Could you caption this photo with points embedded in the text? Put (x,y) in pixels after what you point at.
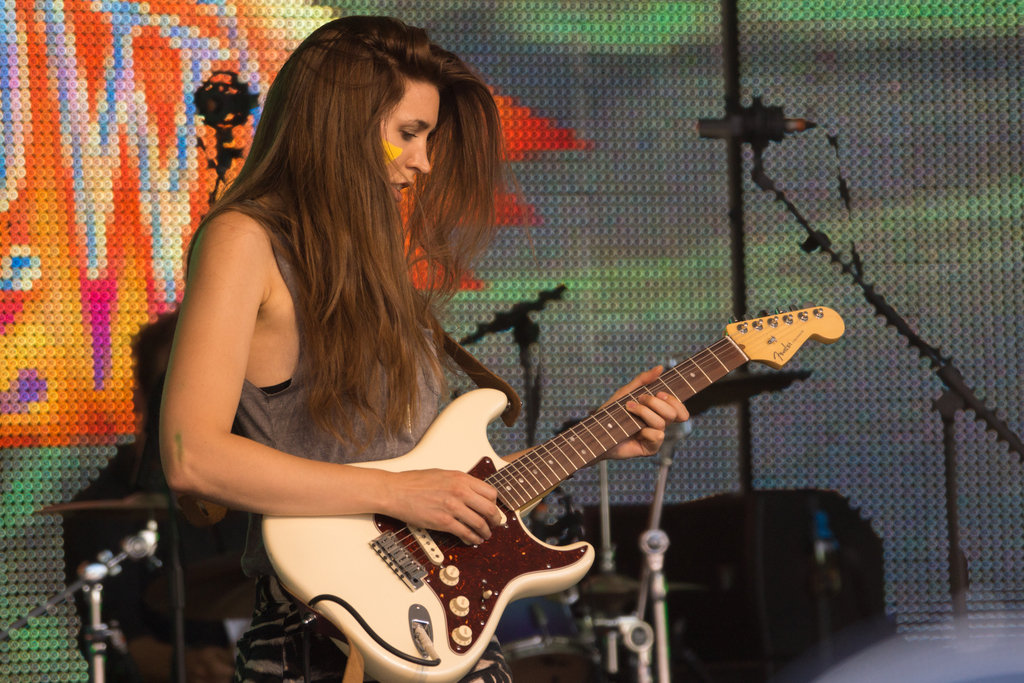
In this picture we observe a lady (414,225) holding a guitar (362,570) and playing. It seems like a musical concert. In the background (595,205) there are LED lights (937,116) mounted to the wall (643,52) and some microphones (208,111) Black boxes (624,520) are kept in the background (708,523) which might be the musical sound systems (793,553).
